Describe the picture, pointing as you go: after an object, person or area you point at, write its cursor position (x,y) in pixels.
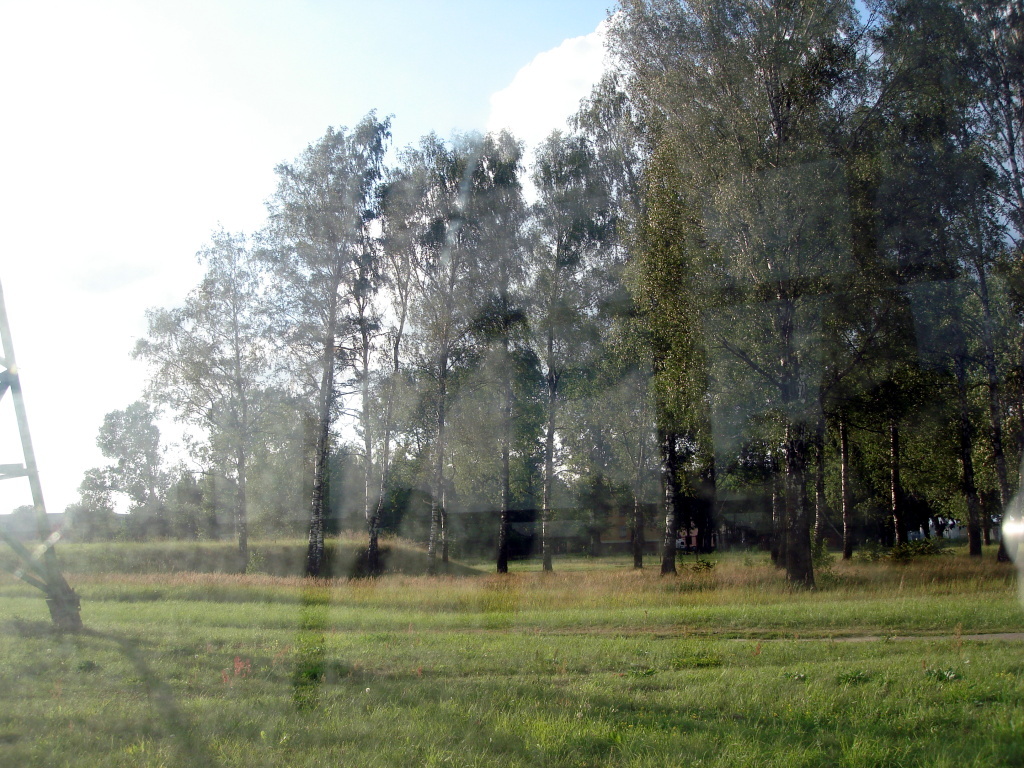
In this picture we can see grass (324,675), trees (435,524) and one stand (26,578).
